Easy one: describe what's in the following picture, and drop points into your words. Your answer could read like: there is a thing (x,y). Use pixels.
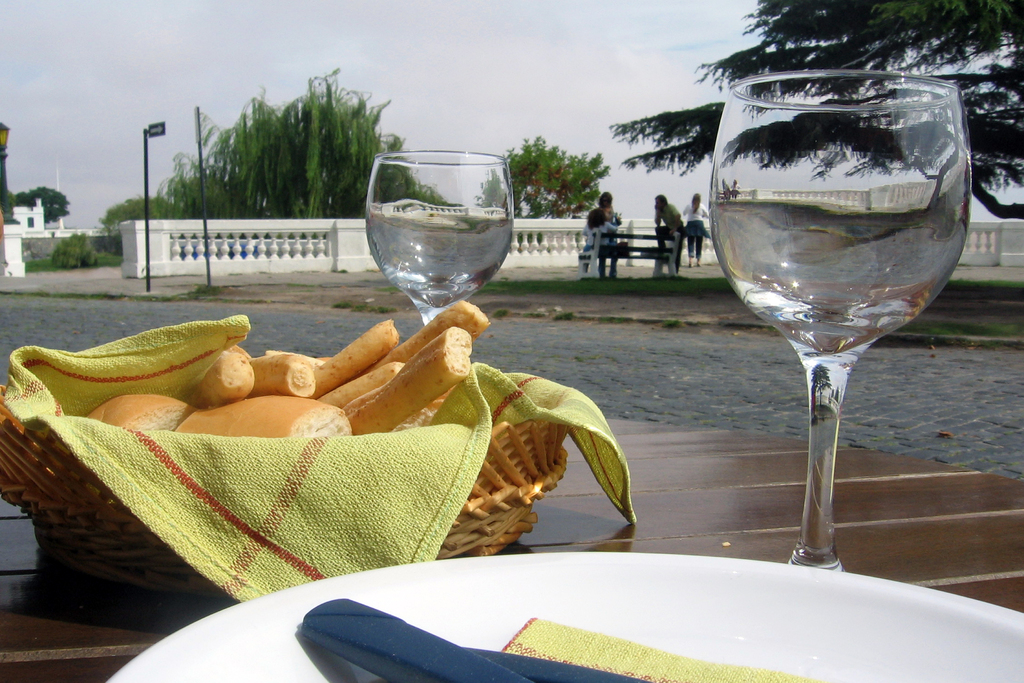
In this image I can see the table (653,495). On the table (727,495) I can see the plate (326,601), bowl (185,569) and the glasses (729,229). In the bowl (304,457) I can see the cloth (279,498) and the food (263,406). In the background (667,235) I can see few people (699,241) standing beside the railing (568,223). In the background (284,211) there are trees (273,164) and the white sky (250,75).
